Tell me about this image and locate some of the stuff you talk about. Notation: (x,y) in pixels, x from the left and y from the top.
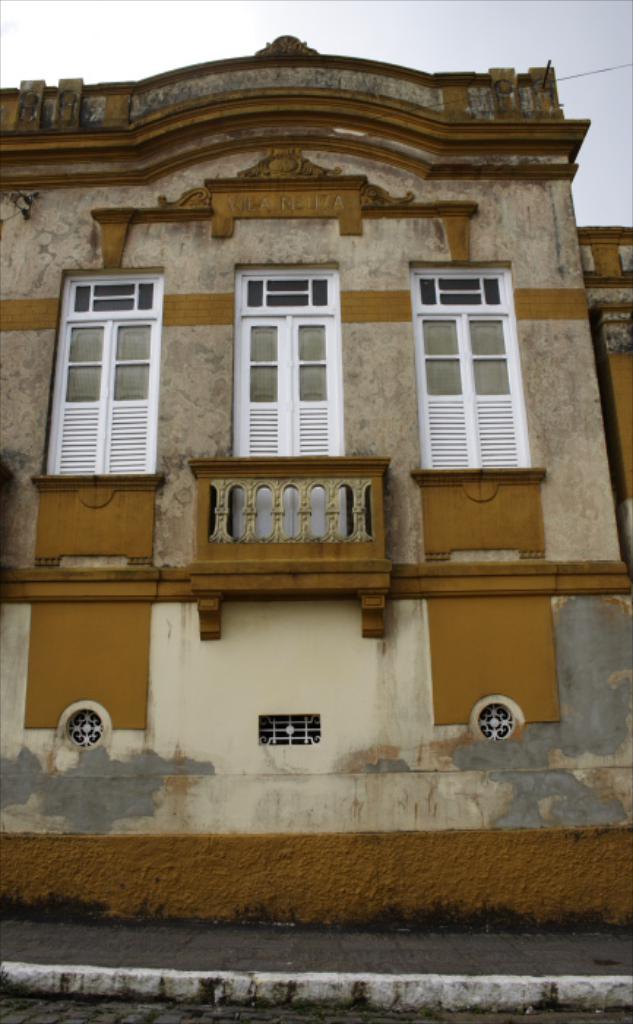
In this picture we can observe a building (132,377). There are white color windows (247,320). We can observe a wire (575,77) on the right side (586,74). In the background (426,14) there is a sky (413,15).
